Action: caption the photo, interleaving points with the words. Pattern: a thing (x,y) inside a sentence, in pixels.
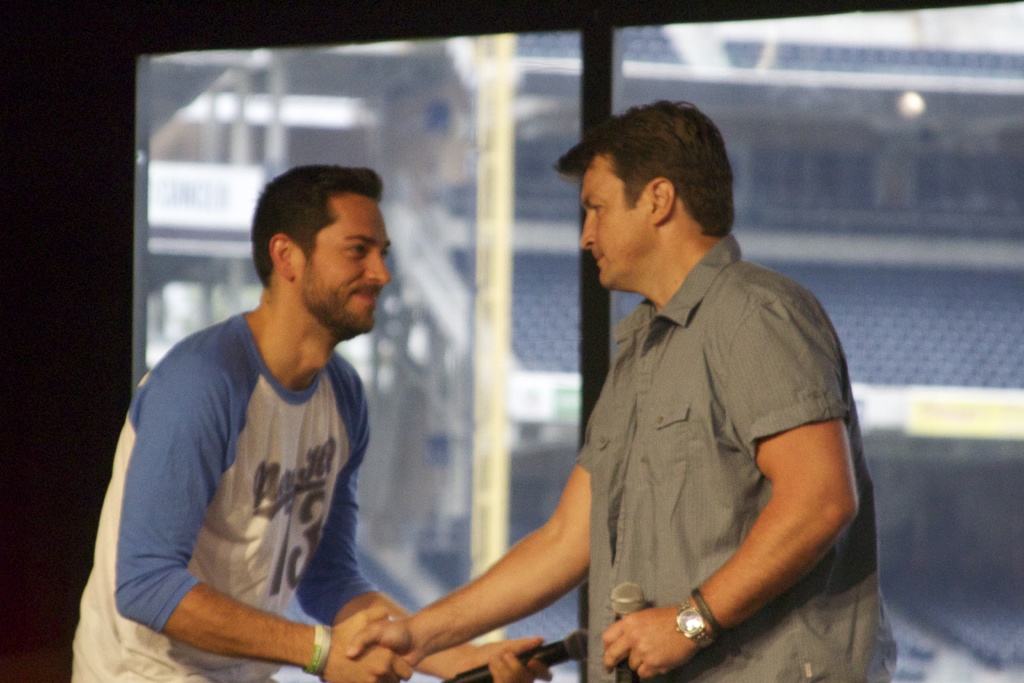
In this image there are two persons (737,541) standing and holding mikes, and at the background (543,518) there is a stadium (897,340) with poles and chairs (951,367).
